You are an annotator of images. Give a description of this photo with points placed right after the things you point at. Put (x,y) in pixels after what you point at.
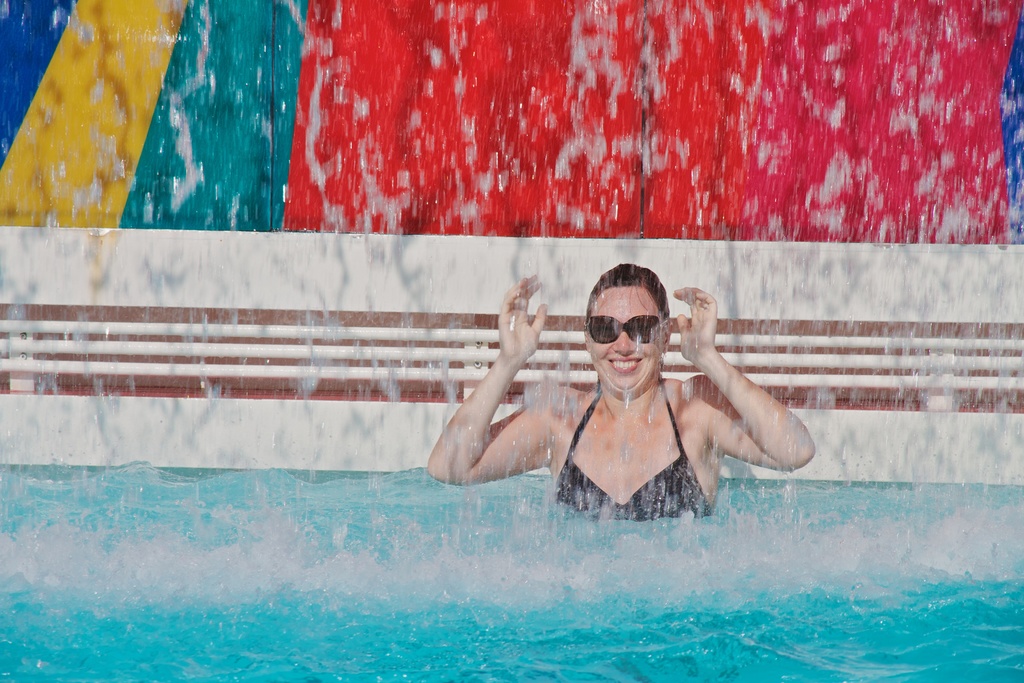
In this image I can see a swimming pool (395,616) and a woman (677,502) wearing black colored dress (650,484) and black colored goggles (612,327) in the pool (657,617). I can see the water (539,406) falling from the top and the background (119,24) which is green, blue, yellow and red in color.
